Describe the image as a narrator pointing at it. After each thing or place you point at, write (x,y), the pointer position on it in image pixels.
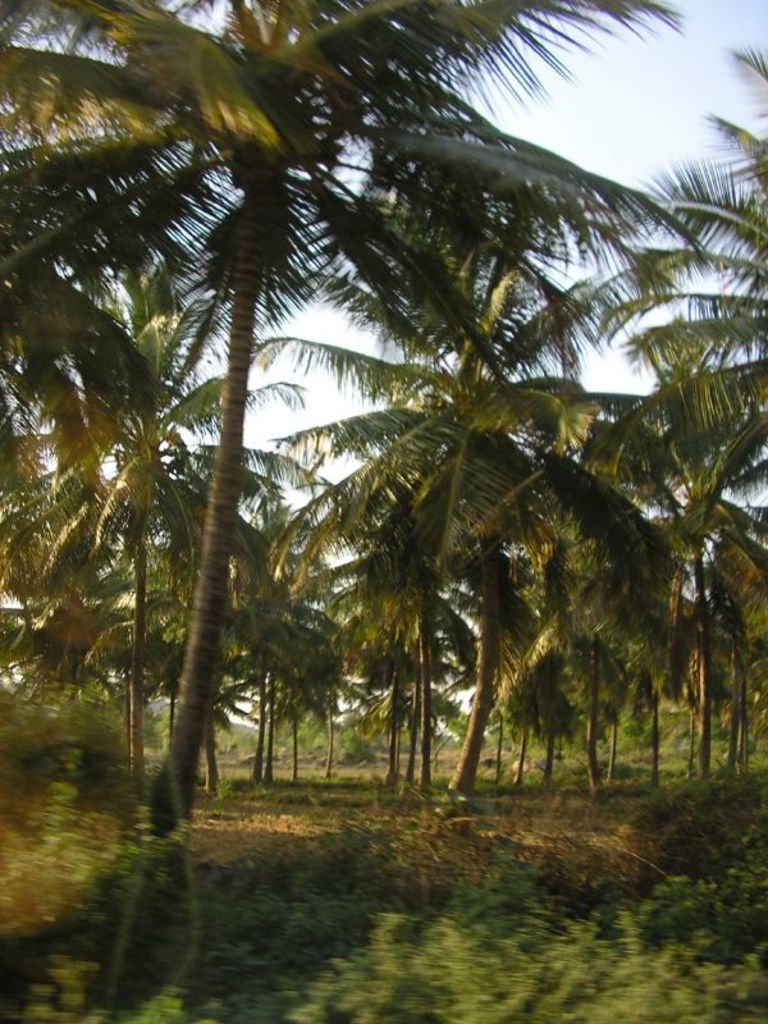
In this image in the center (286,563) there are trees (368,571) and there is grass (415,796) on the ground (452,838) and the sky (636,95) is cloudy.
